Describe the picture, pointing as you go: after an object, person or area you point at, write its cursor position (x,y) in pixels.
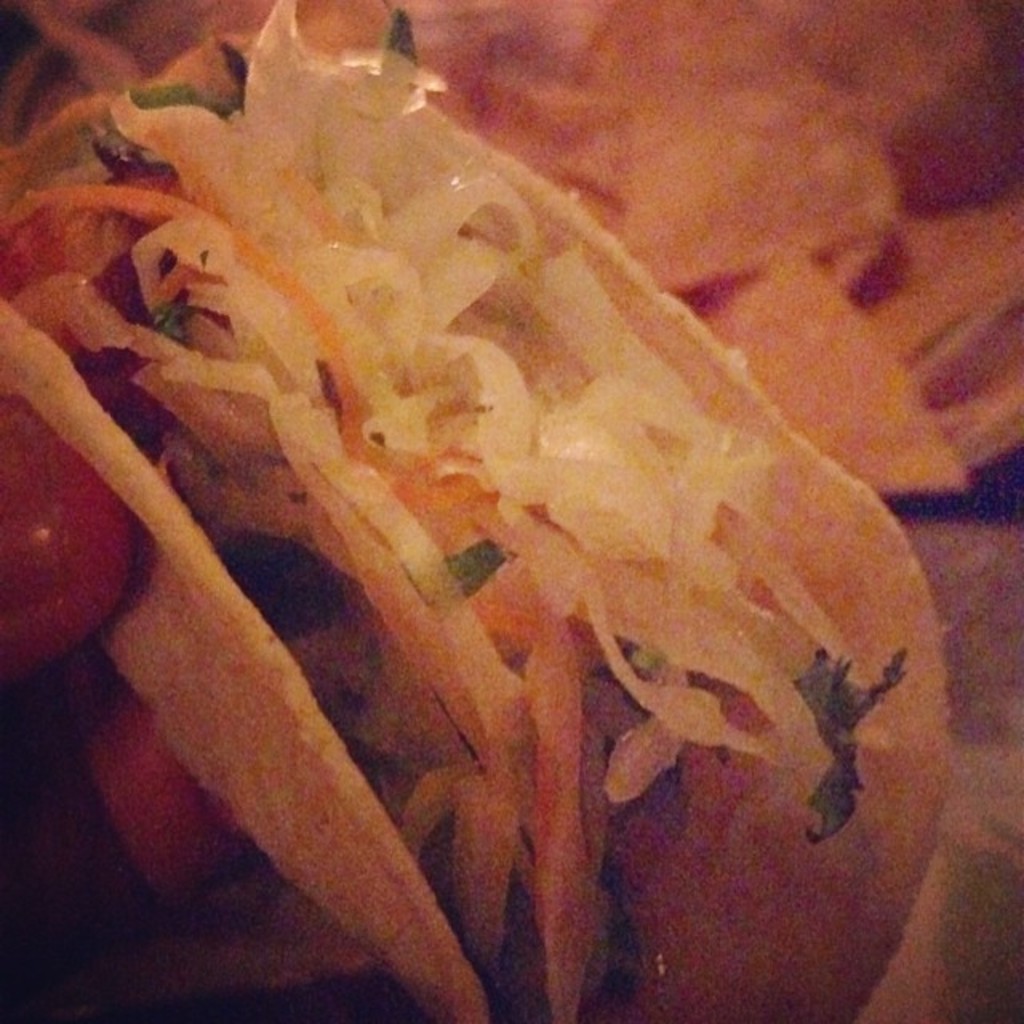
In this image I can see a food item (564,582) which is cream, brown and green in color. I can see the blurry background (959,303) which is brown in color.
